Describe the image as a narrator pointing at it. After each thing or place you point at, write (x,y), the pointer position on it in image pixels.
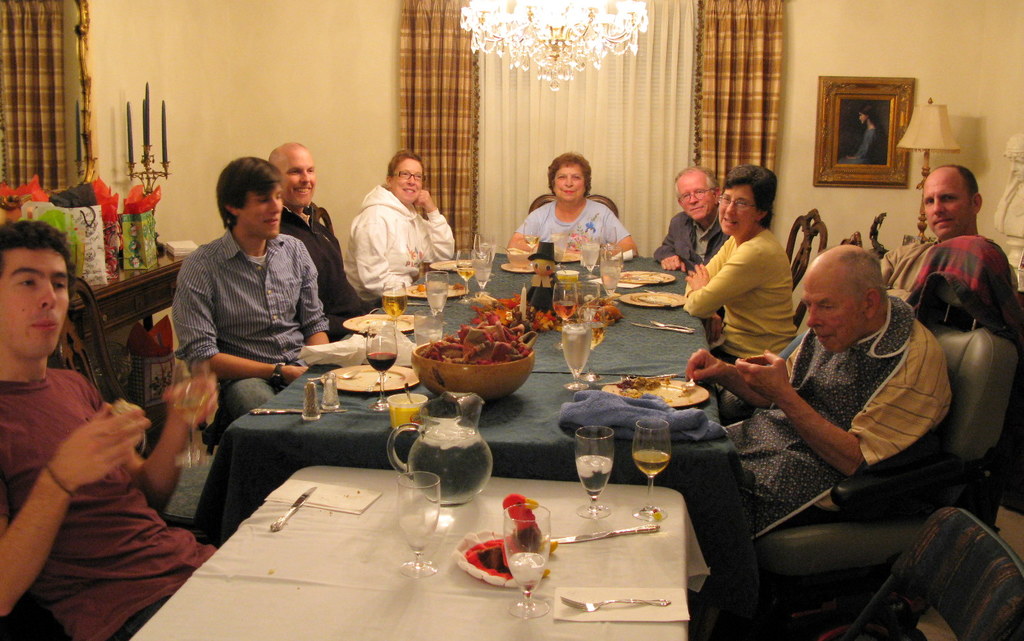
In this image we can see many people (719,378) sitting on chairs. There are tables (522,414). On the tables (516,395) there are glasses (391,336), plates (639,296), forks (594,609), knives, bowls (515,371) with food item (500,338), toy (535,291) and many other things (537,312). In the back (723,127) there are curtains (551,138). There is a wall (363,73). On the wall (785,144) there is a photo frame (854,146). There is a table lamp (932,126) and statue (1003,195). On the left side (126,281) there is a table (138,276). On that there are packets (76,242). There are candles (129,156) on the stand (134,172).
